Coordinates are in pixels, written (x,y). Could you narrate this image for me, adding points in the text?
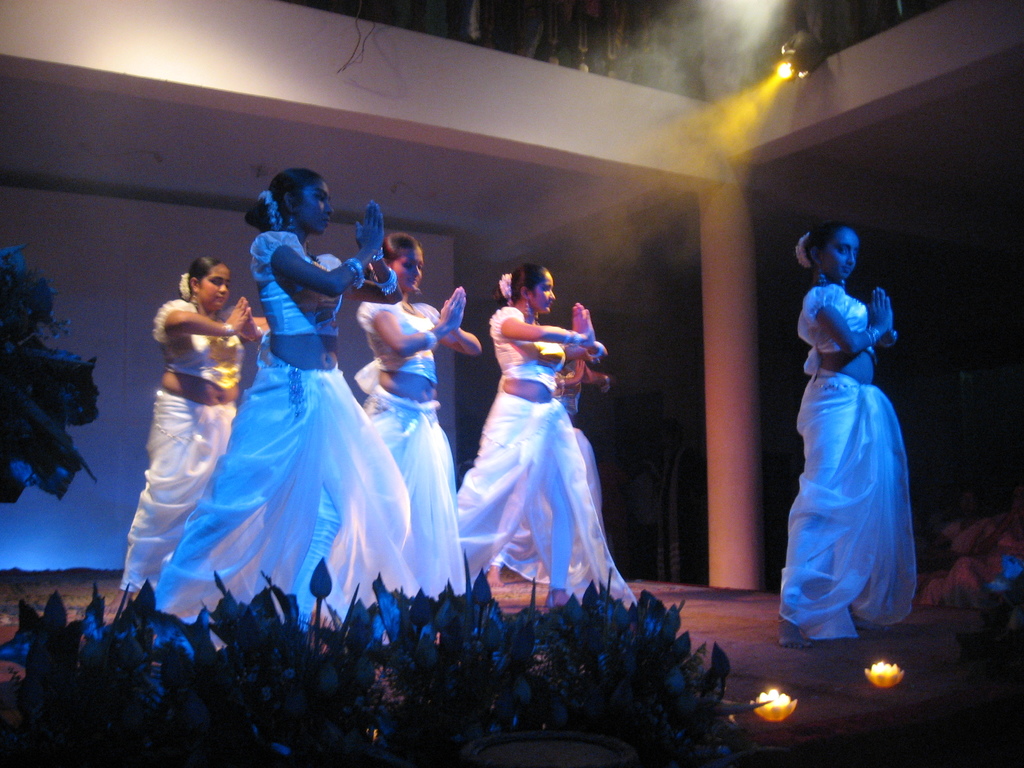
In this image a group of people (481,437) are dancing, In front of stage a group of plants (347,660) are placed and group of people (964,544) are watching the dancing ladies (824,595).
